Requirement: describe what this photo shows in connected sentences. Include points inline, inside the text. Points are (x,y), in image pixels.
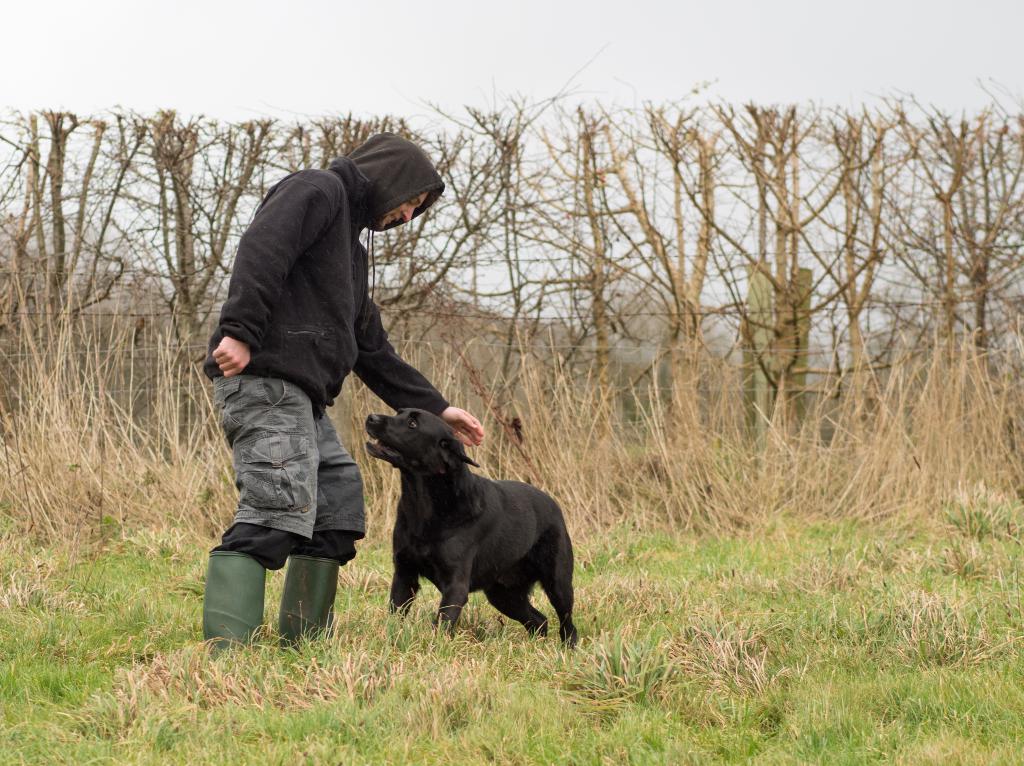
This picture shows a man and a dog (418,414) and we see few trees (8,242) around.
